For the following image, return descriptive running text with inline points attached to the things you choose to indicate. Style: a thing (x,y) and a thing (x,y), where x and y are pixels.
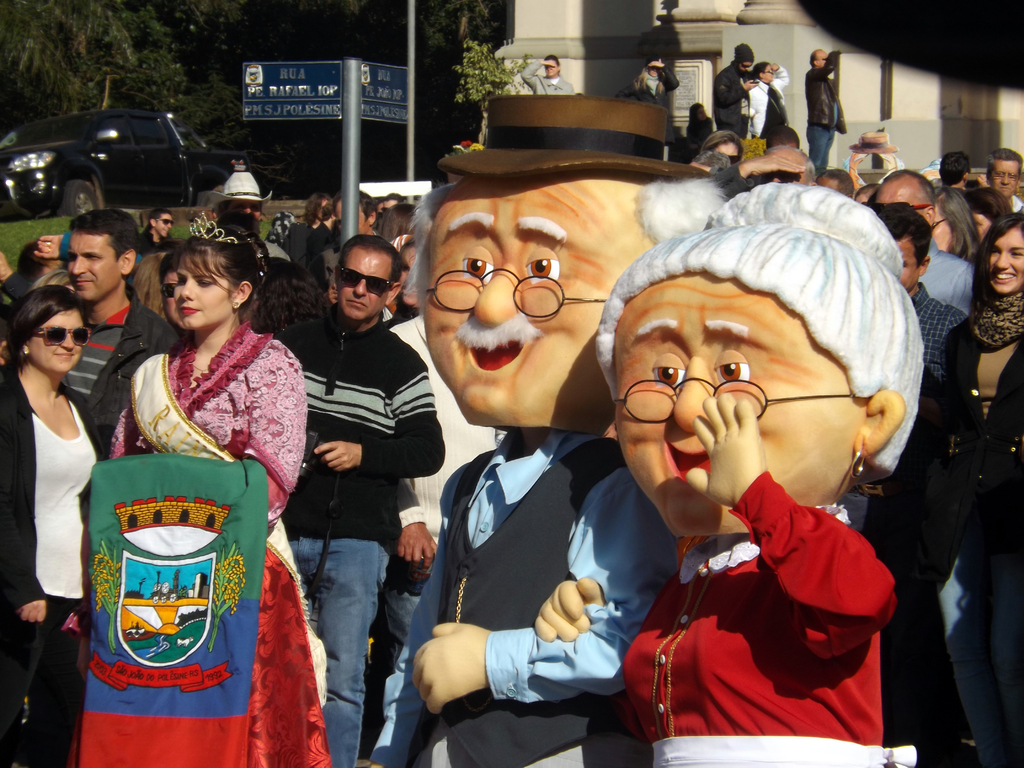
In this image there are clowns (708,612) and we can see people (311,492). The lady (246,404) standing on the left (253,534) is holding a flag (182,506). In the background (115,43) there are trees (115,43) and boards (371,102). We can see a car (109,204) and there are pillars (678,12).
